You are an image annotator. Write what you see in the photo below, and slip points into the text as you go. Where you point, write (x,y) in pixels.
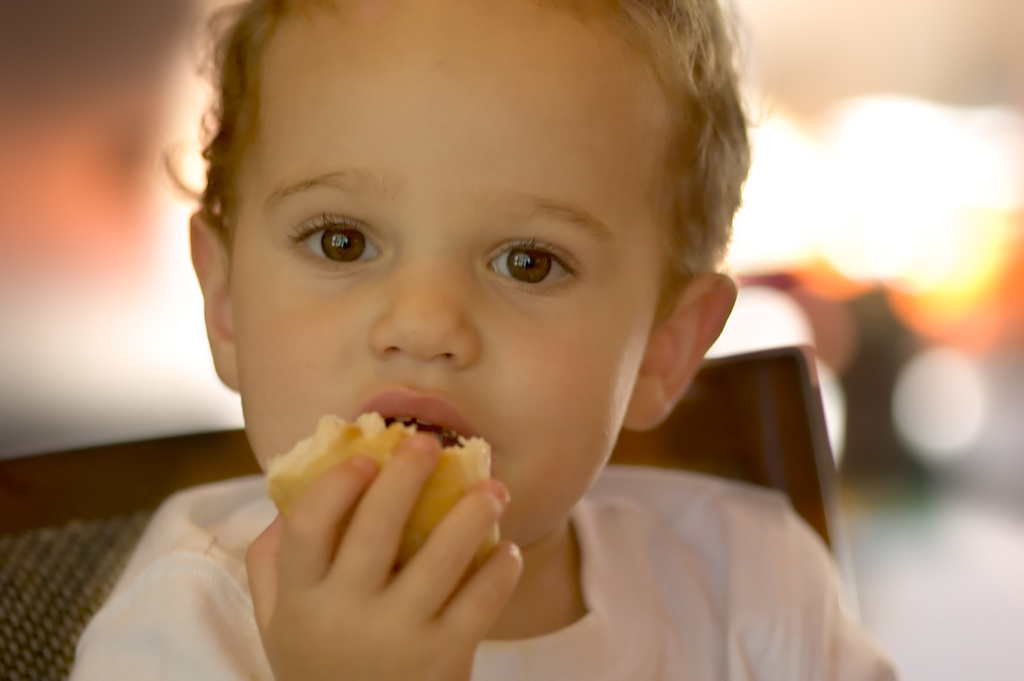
In this image, we can see a kid (383,531) is holding some eatable thing (293,466) and seeing. Here we can see a chair (695,456). Background (15,403) there is a blur view.
